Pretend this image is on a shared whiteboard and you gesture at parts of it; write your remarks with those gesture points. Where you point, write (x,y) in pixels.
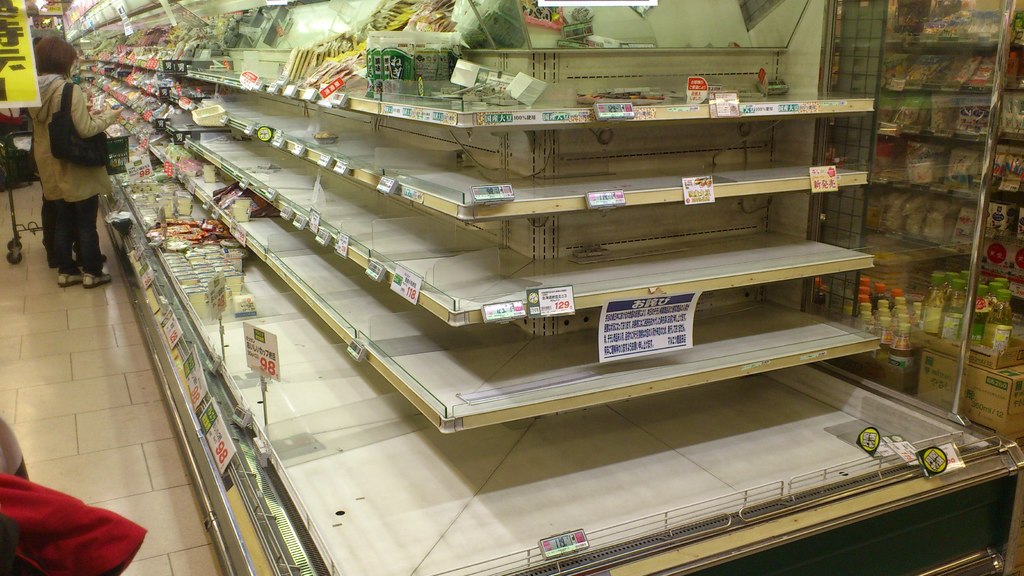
In this image I can see different types of groceries (247,192) on the racks (283,157). I can also see a person (76,214) wearing cream color jacket (42,165), black color pant (54,233), I can also see a yellow color banner (21,95). In front (120,541) I can see a red color cloth (70,555).
